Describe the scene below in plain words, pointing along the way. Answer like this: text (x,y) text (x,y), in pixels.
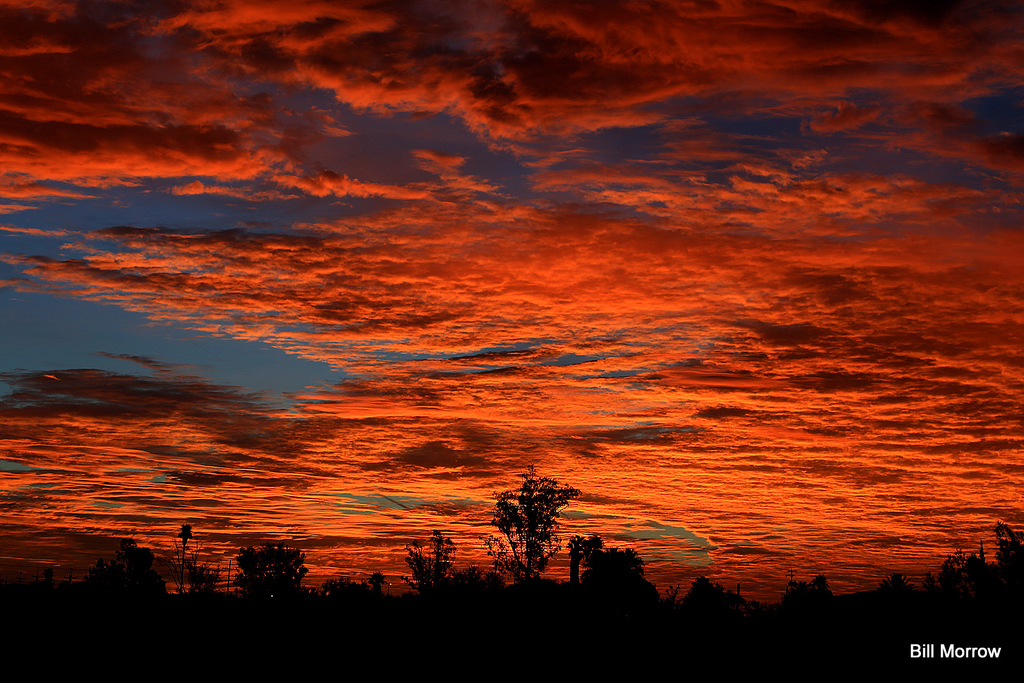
In this image I see trees (516,507) over here and I see the orange color clouds (634,265) and I see that it is a bit dark over here and I see the watermark (950,649) over here.
